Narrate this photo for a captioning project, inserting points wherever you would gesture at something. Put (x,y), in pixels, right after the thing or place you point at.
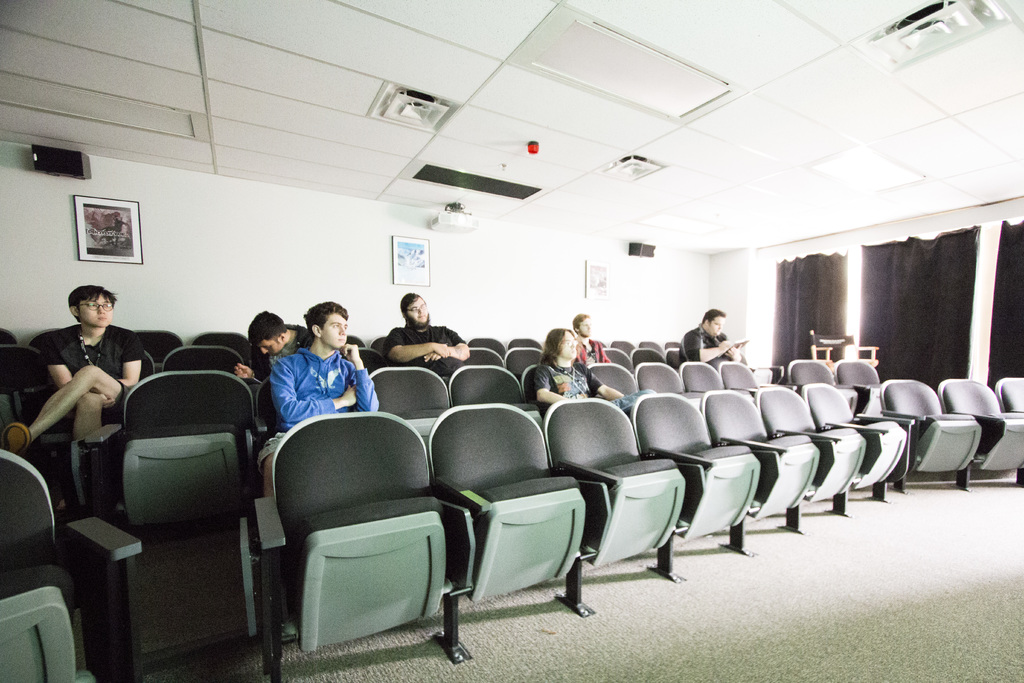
In this image we can see a group of people (259,349) are sitting on a chair (644,381), one person (714,343) is looking at a phone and in this image there is a projector (437,218) and photo frames (134,230) hanged on the wall (142,236).
